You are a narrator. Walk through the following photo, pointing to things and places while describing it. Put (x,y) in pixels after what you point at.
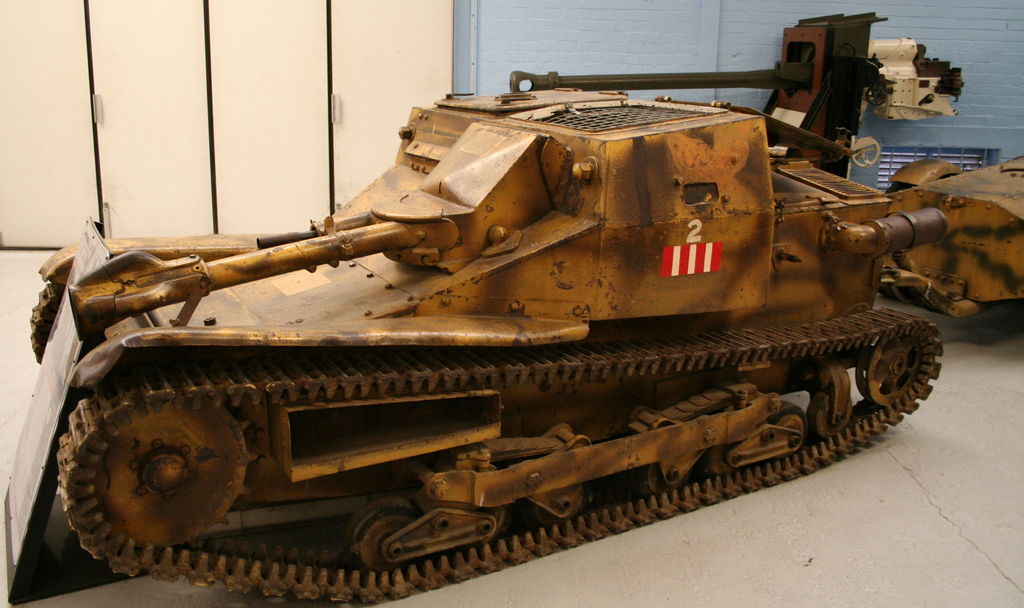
In the picture I can see vehicles (609,306) on the floor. In the background (342,97) I can see doors (374,99) and wall (659,47).
